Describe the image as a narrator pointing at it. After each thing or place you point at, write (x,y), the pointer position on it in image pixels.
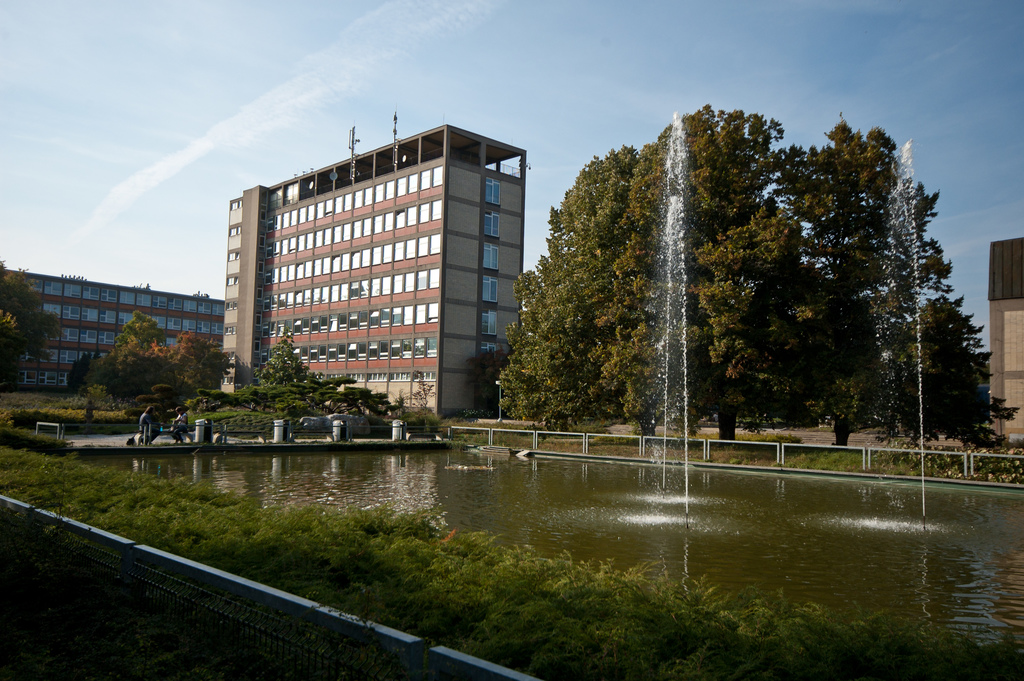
In this image in the center (370,303) there are buildings (503,307), trees (759,345) and there is a fountain (660,446) and some water (408,503). At the bottom (236,568) there is wall (60,537) and some plants (172,528), and on the left side of the image (285,439) there are some poles (392,435) and some people (144,433) are sitting and there is a walkway (92,438) and some plants (198,407) and there is a railing (462,426). At the top (952,123) there is sky (201,153).
